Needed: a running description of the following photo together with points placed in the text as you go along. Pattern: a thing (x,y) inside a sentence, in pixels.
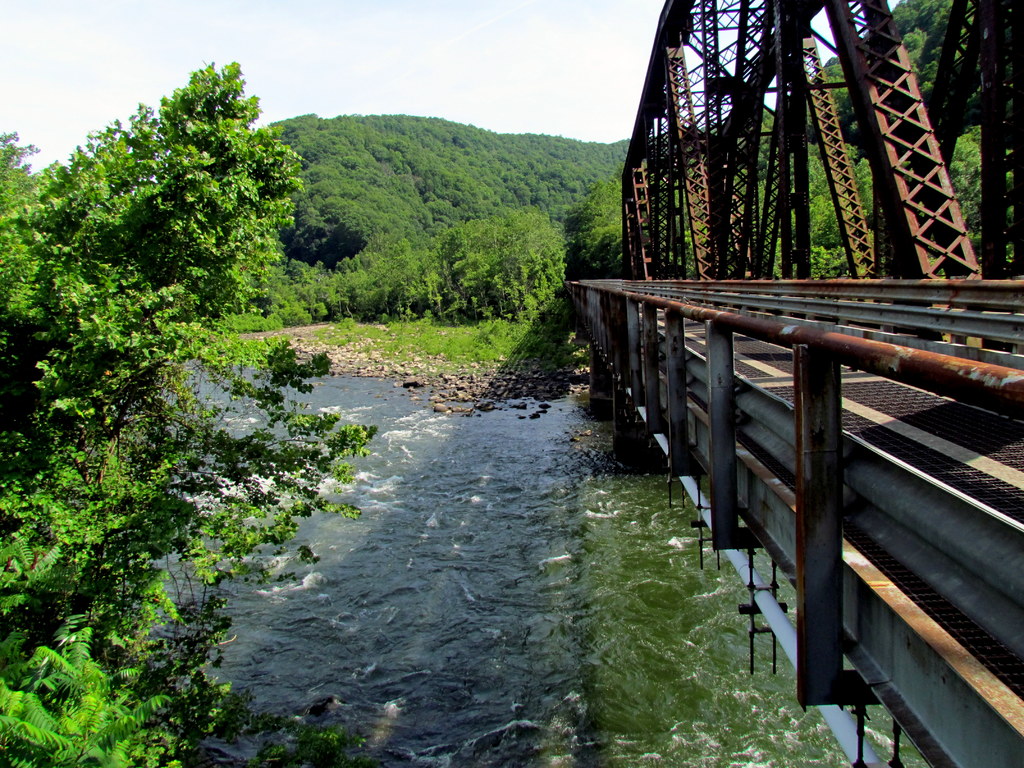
In the image there is a bridge (804,553) and below the bridge (772,546) there is a river (532,506) and there are many trees (396,207) around the river (262,562).
